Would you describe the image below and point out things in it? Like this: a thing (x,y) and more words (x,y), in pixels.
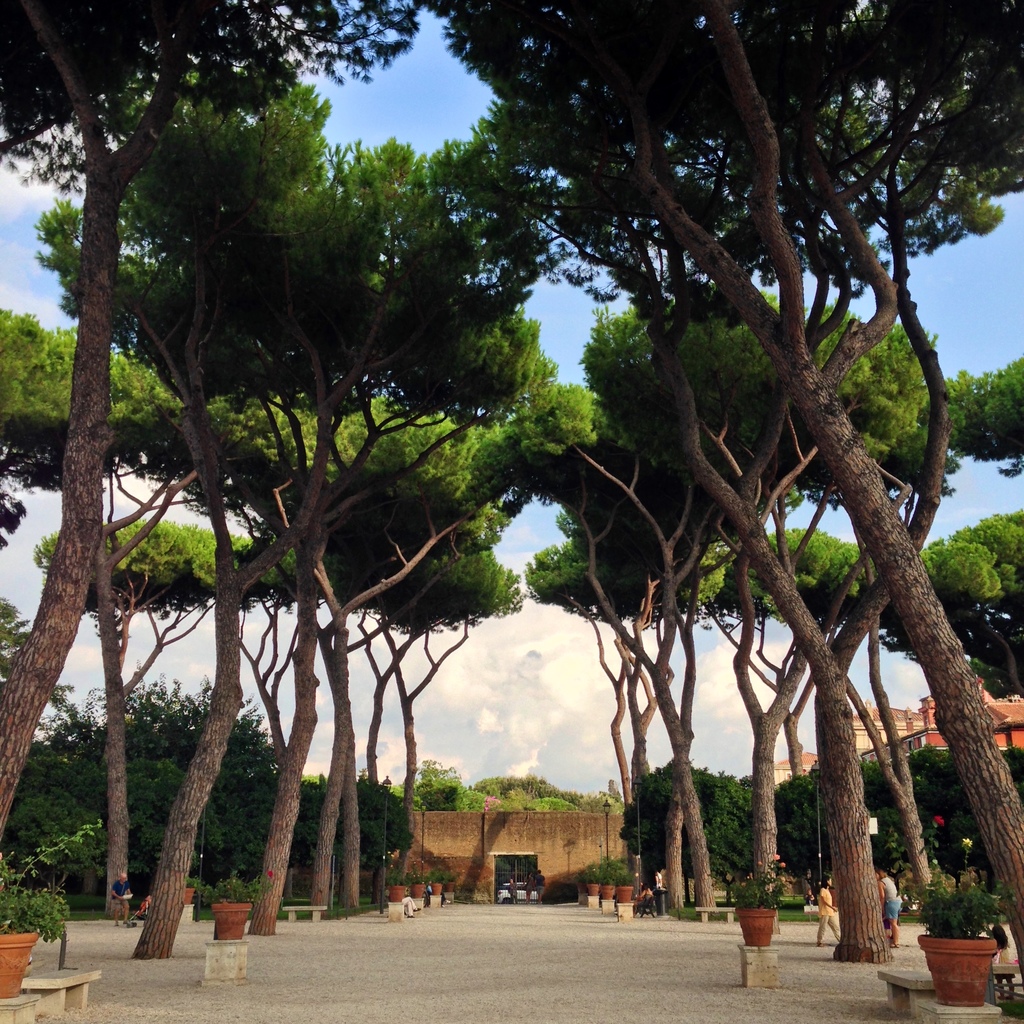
In the center of the image (522,385) we can see the sky (547,542), clouds (738,737), buildings (493,876), trees (793,771), plants (1003,911), grass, plant pots (11,945), benches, few people (892,934) are standing and a few other objects (509,876).
